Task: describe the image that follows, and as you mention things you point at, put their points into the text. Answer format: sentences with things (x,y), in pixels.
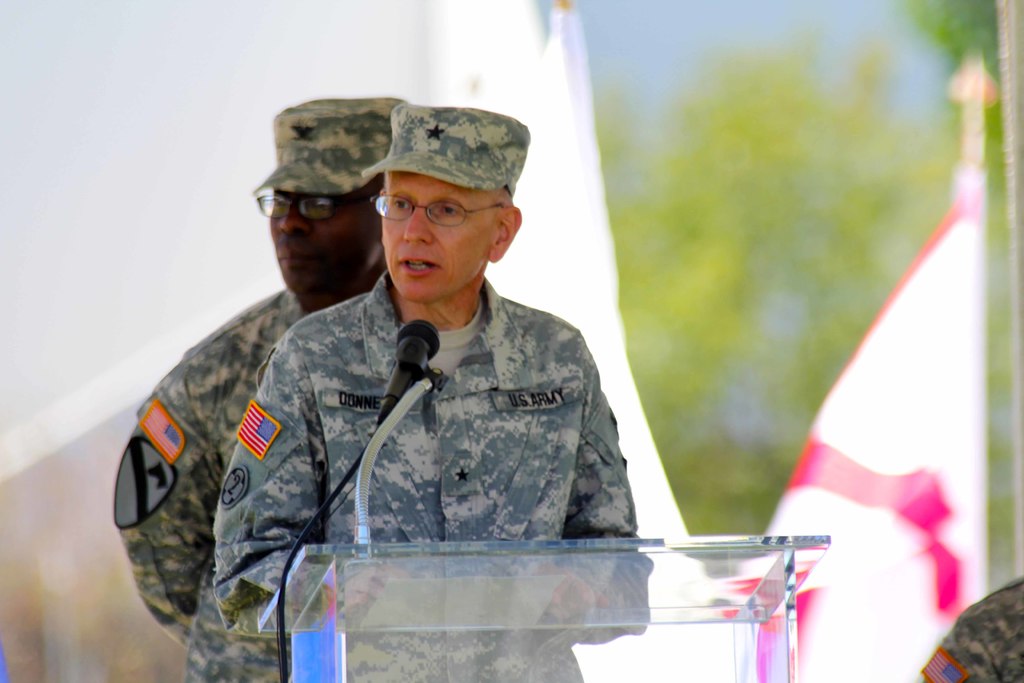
In the image we can see two men (326,313) standing, wearing army clothes (268,343), cap (284,151) and spectacles (266,206). Here we can see the podium (521,659) and microphone (408,342). Here we can see white cloth (342,31), trees (715,195), sky (644,15) and the background (653,25) is blurred.
